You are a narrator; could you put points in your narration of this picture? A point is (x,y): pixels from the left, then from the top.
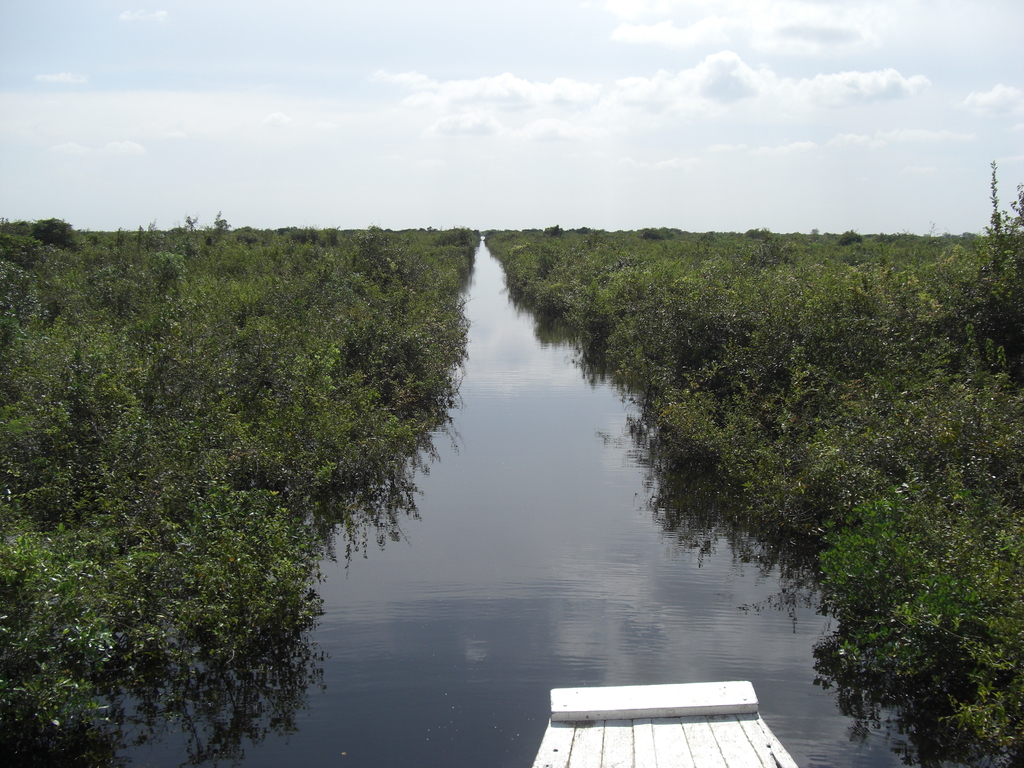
In this image I can see the water (545,605), background (827,320) I can see the trees (815,323) in green color and the sky (355,88) is in white color.
